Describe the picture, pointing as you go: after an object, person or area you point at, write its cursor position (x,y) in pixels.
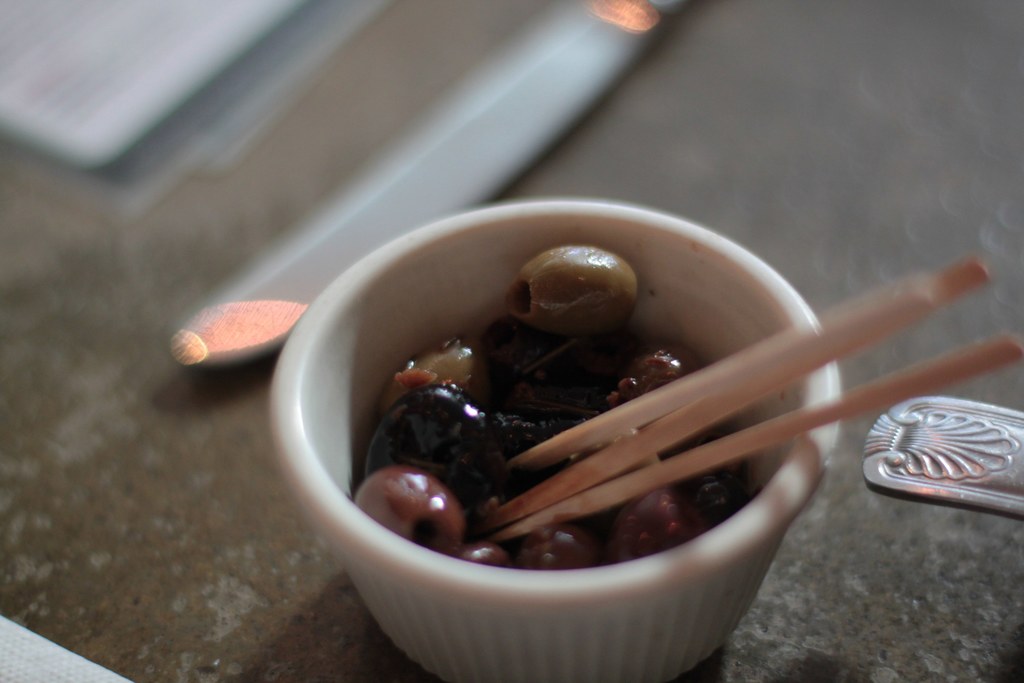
This is the picture of a bowl (678,348) which has some food (566,386) and some toothpicks (656,392).
